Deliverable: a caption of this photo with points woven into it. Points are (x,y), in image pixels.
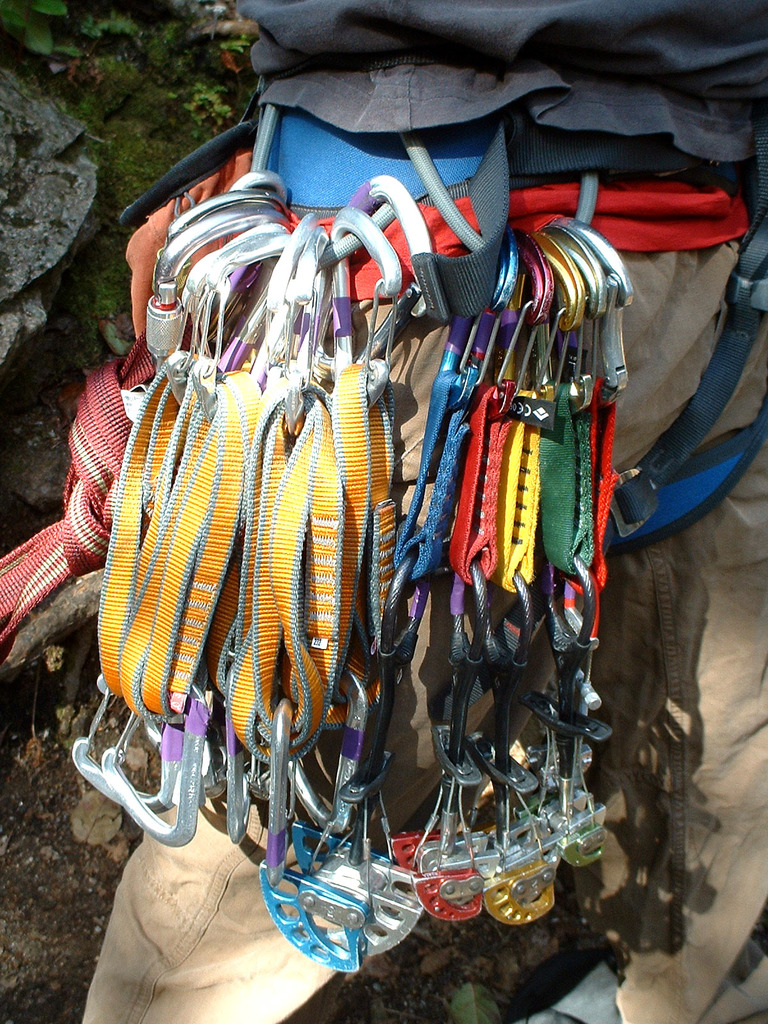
In this image there is a person (296,983) standing on the land (427,984). He is wearing a belt (300,213) having few hooks (189,310) to it. Left top there are few plants (102,54) and rocks (46,292) on the land (49,925).
